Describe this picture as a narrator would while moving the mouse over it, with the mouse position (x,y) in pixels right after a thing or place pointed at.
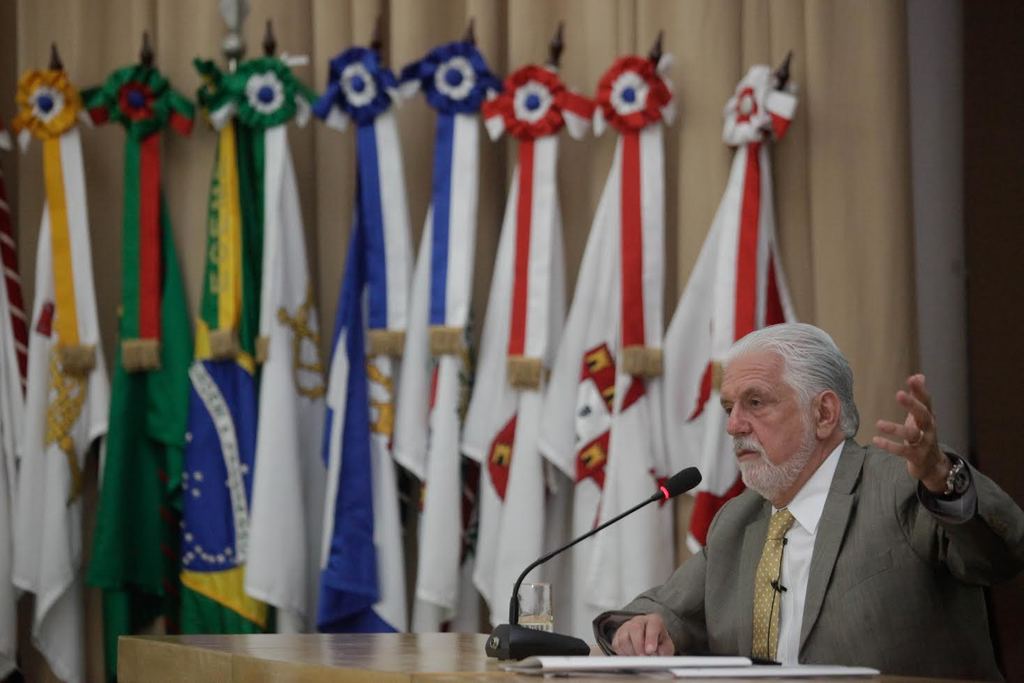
In this image in the center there is a table (336,660), on the table (466,655) there are papers (599,665) and there is a glass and there is a mic (630,509). On the right side (836,572) there is a man (856,607) sitting. In the background (254,405) there are flags (441,358) and there is a curtain (726,160) which is cream in colour.
